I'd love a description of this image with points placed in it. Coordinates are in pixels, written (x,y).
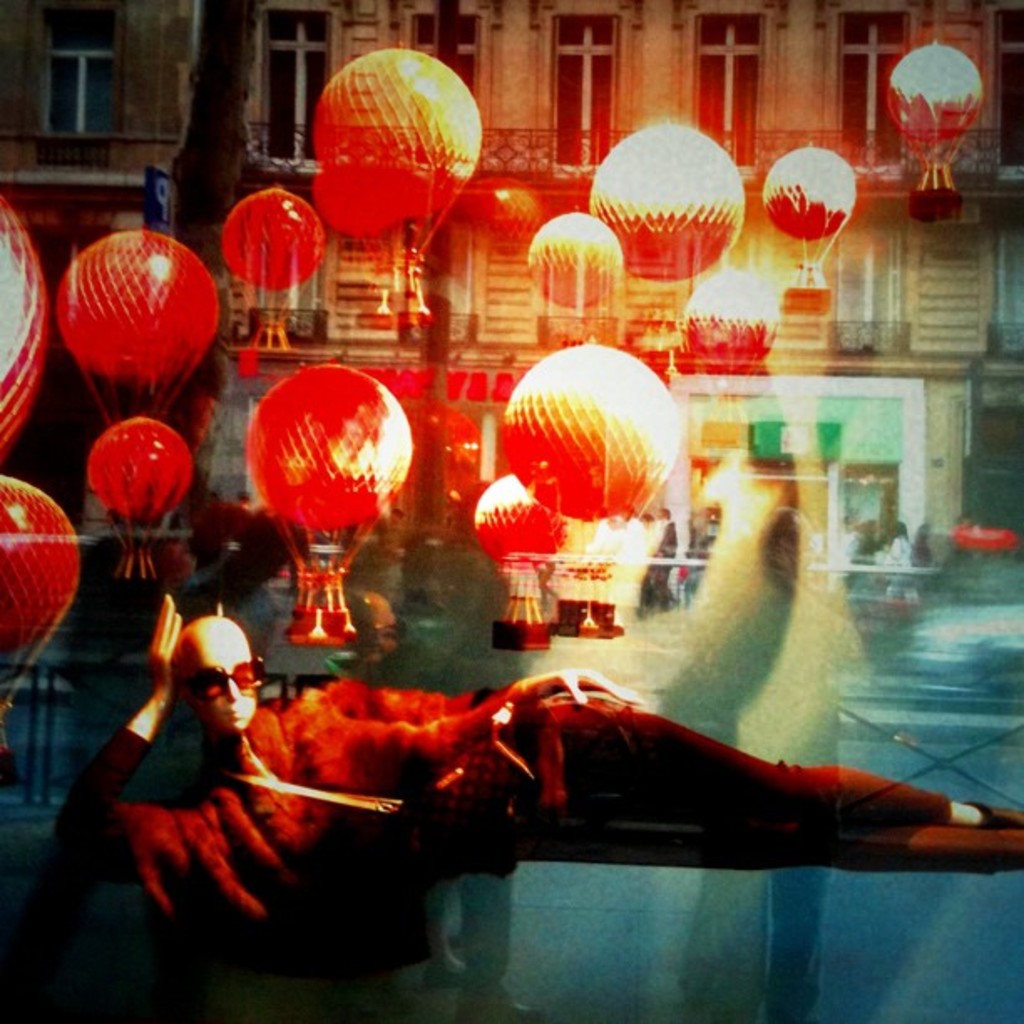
In this image, we can see balloons (748,317) and lights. In the background (721,74), there are buildings (797,350) and at the bottom (262,730), we can see a mannequin (535,781) lying on the floor (549,927).
